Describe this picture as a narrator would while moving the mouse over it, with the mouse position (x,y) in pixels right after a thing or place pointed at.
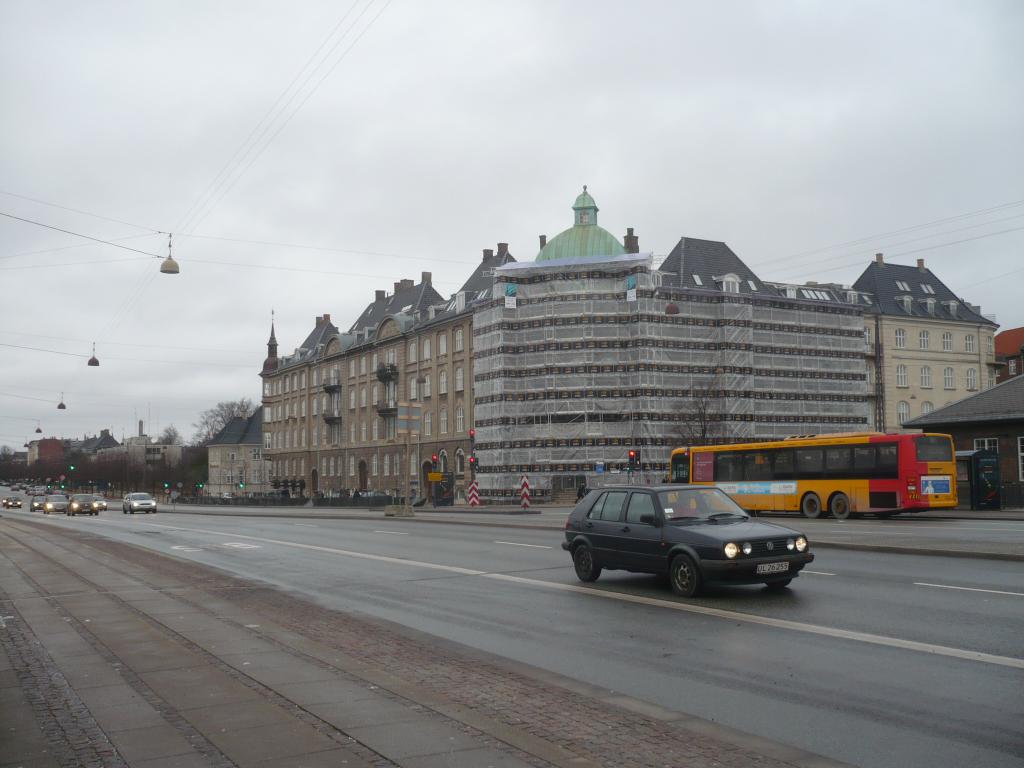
At the bottom (516,629) we can see vehicles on the road (979,734) and there are objects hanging to wires (120,246) and there are electrical wires (234,163). In the background (273,107) there are buildings (131,453), windows (813,294), traffic signal poles (433,490), trees (701,434), windows (326,401), poles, fences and clouds (14,363) in the sky (76,95).
